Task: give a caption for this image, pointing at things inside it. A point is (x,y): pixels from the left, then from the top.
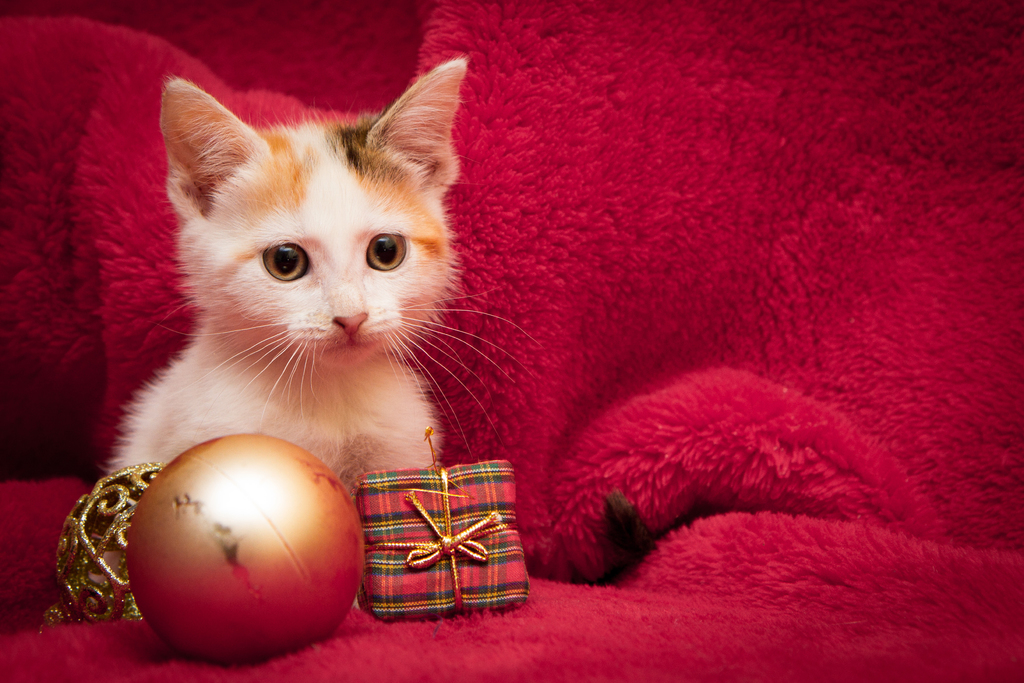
In the image there is a white cat (259,348) with a ball (219,489) and present in front of it on a red sofa (653,279).
